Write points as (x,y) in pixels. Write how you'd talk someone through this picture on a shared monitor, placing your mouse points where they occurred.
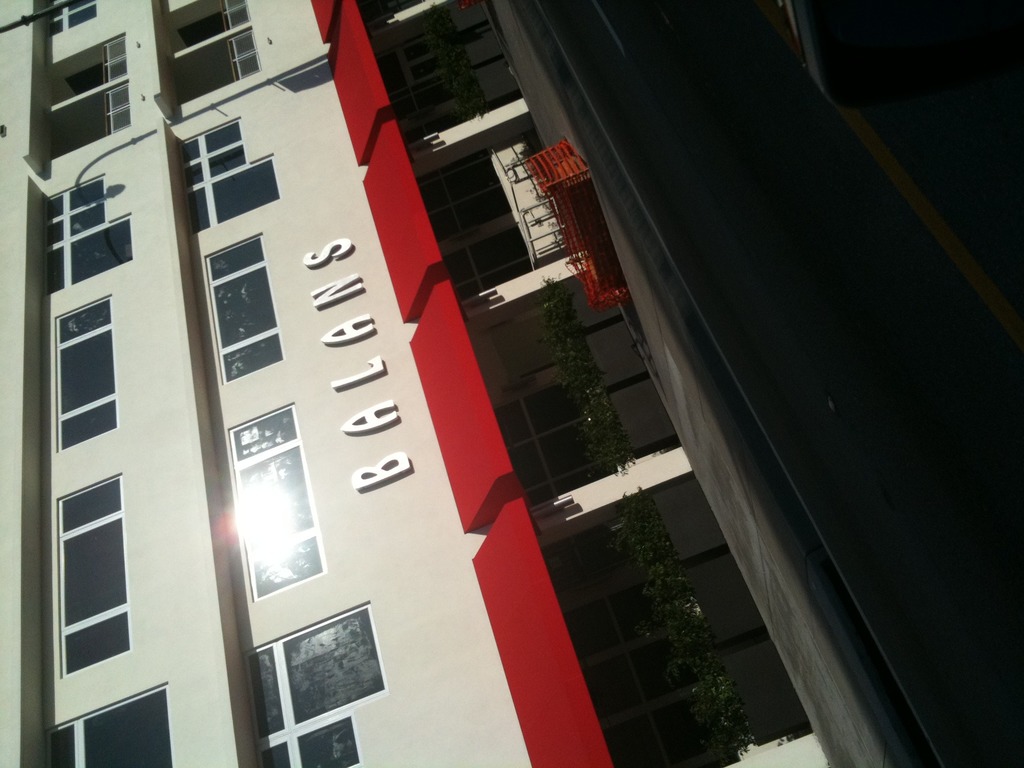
In the given image i can see a building (431,432) with windows (113,410) and some text (379,483) on it.
